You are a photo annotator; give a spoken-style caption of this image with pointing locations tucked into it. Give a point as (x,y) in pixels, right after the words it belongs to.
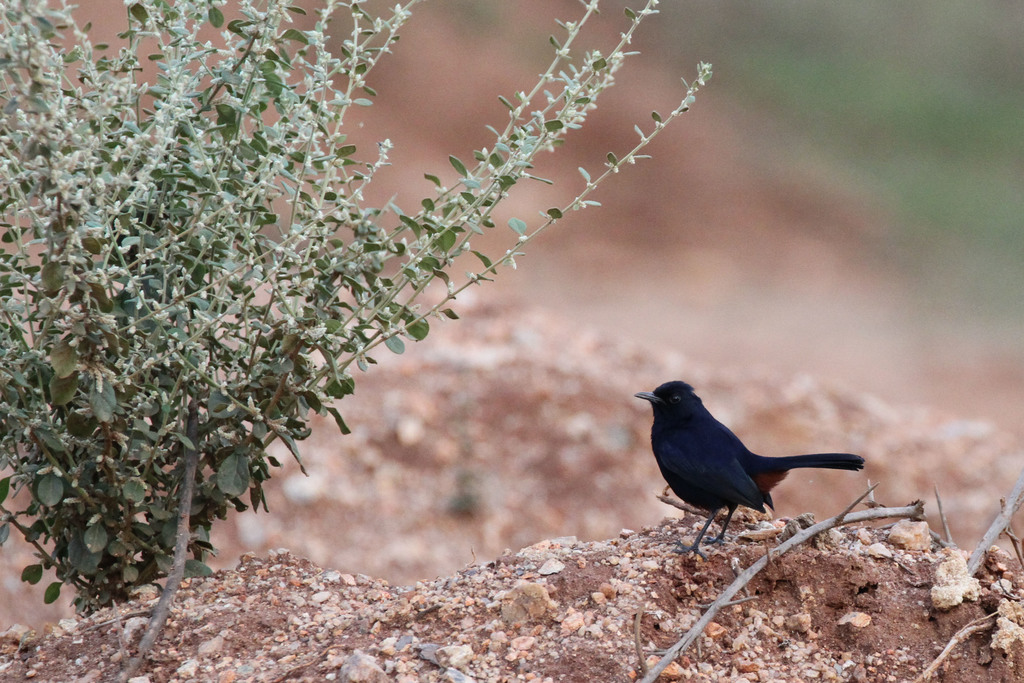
There is one black color bird (694,478) and a plant (173,394) is present at the bottom of this image (267,474).
